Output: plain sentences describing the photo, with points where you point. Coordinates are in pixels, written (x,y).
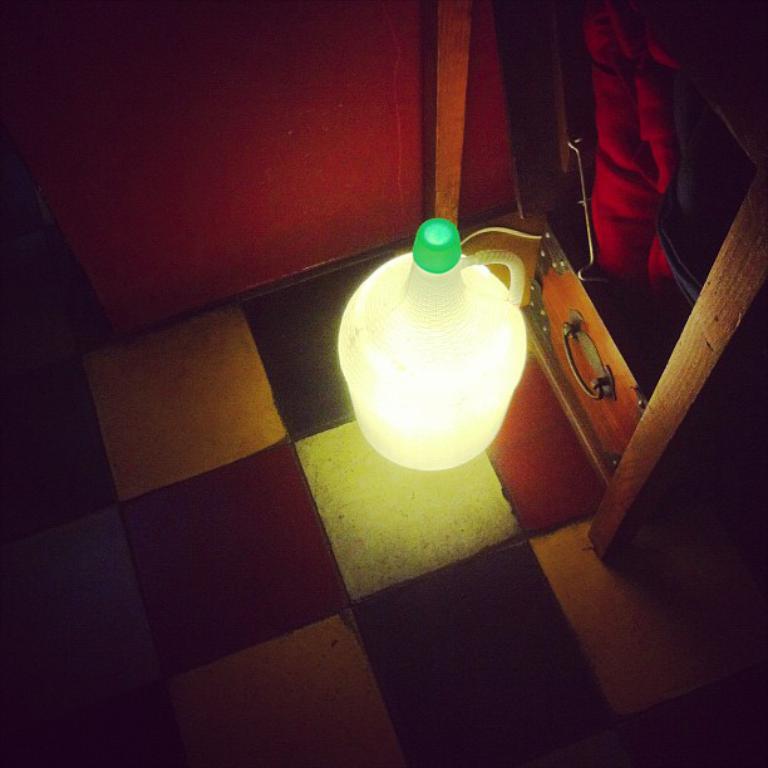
In this image, we can see light (486,393), floor (421,543), wooden objects (537,321) and few things (641,202). Here there is a wall (232,180).
